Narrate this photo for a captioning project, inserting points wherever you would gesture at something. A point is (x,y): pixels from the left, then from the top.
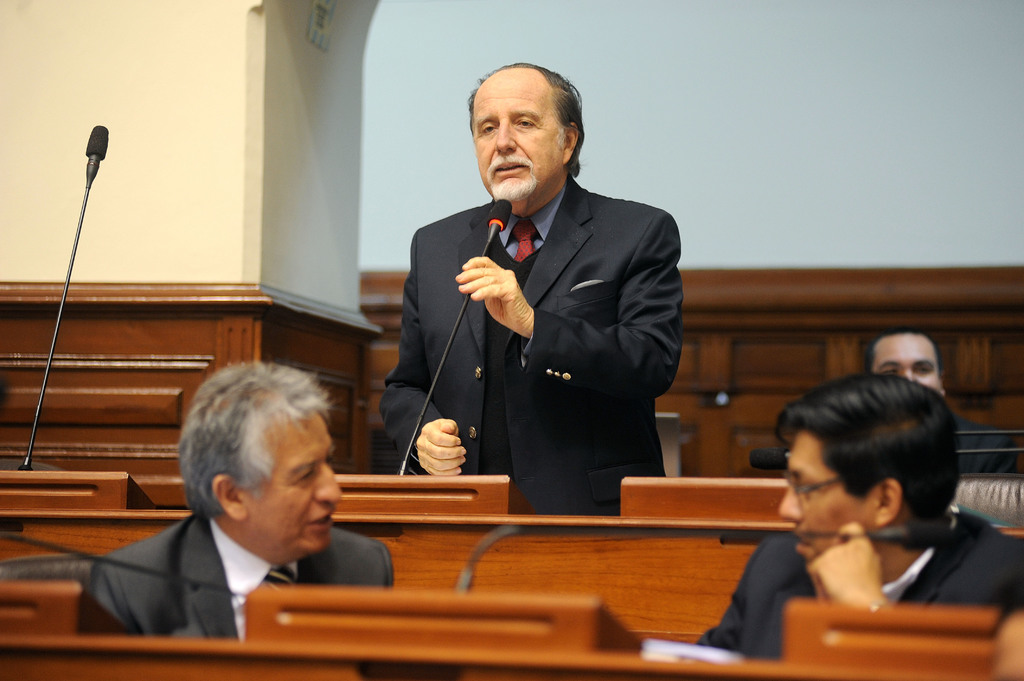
In this image there is a person (418,454) standing and holding a mike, and there are three persons (242,498) sitting on the chairs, tables (256,642), and in the background (199,197) there is a wall (451,138).
